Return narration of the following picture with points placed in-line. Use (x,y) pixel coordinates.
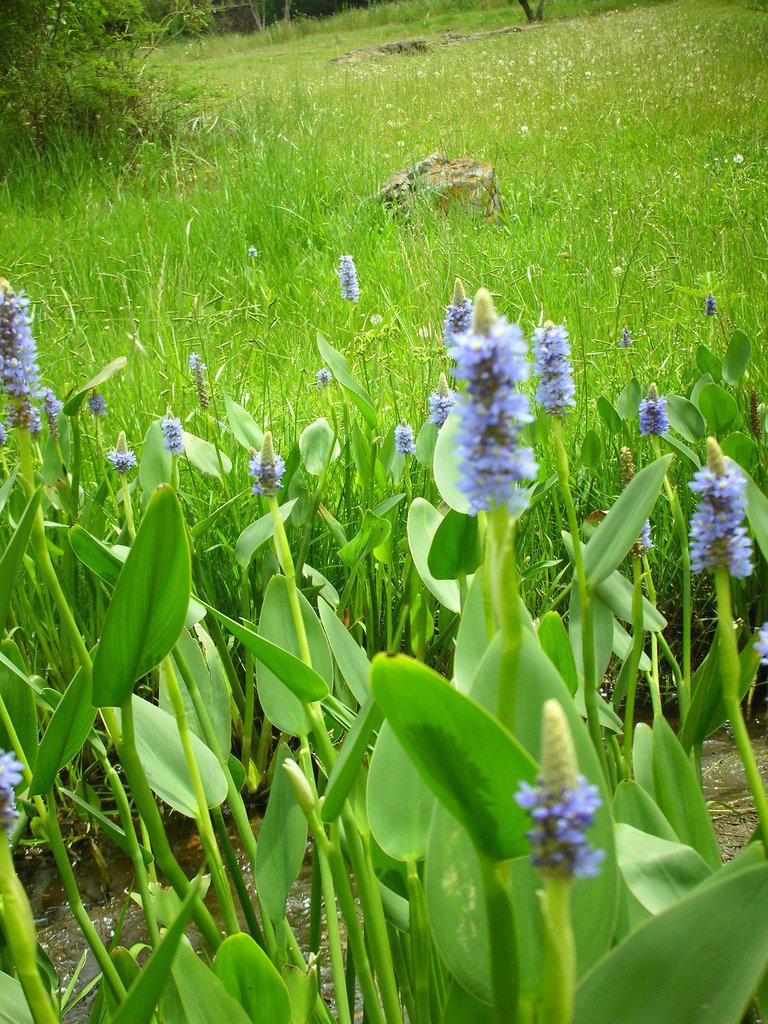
In this image we can see there are plants (442,541) with flowers (491,421) and there are trees (113,39), grass (357,187) and stone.
